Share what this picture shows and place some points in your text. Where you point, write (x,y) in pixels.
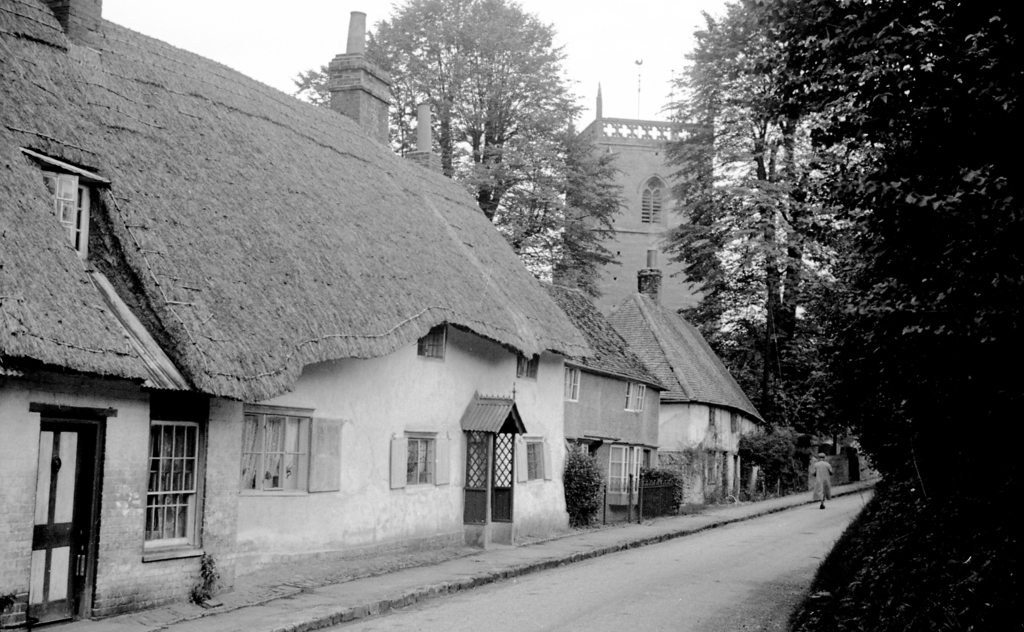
In this image, we can see so many houses (400,478), with walls (114,516), windows (161,476), and doors (67,555). Here we can see few plants (993,552), road (775,593), trees (863,228), building (666,239). On the right side (822,488), we can see a person (822,481). Background (615,67) there is a sky (590,89).
